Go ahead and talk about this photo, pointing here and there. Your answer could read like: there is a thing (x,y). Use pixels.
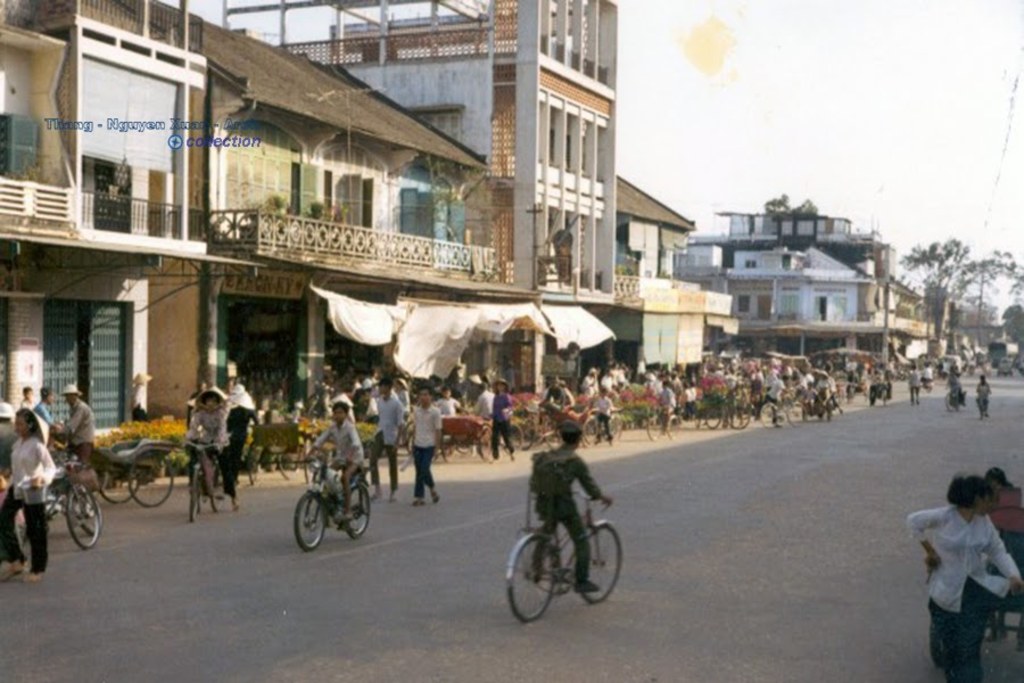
In the image there are many stalls (664,386) kept beside the road (584,440) and many vehicles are moving on the road (680,494), behind the stalls (406,354) there are many buildings (676,285) and on the right side (932,271) there is a tree (947,250).
